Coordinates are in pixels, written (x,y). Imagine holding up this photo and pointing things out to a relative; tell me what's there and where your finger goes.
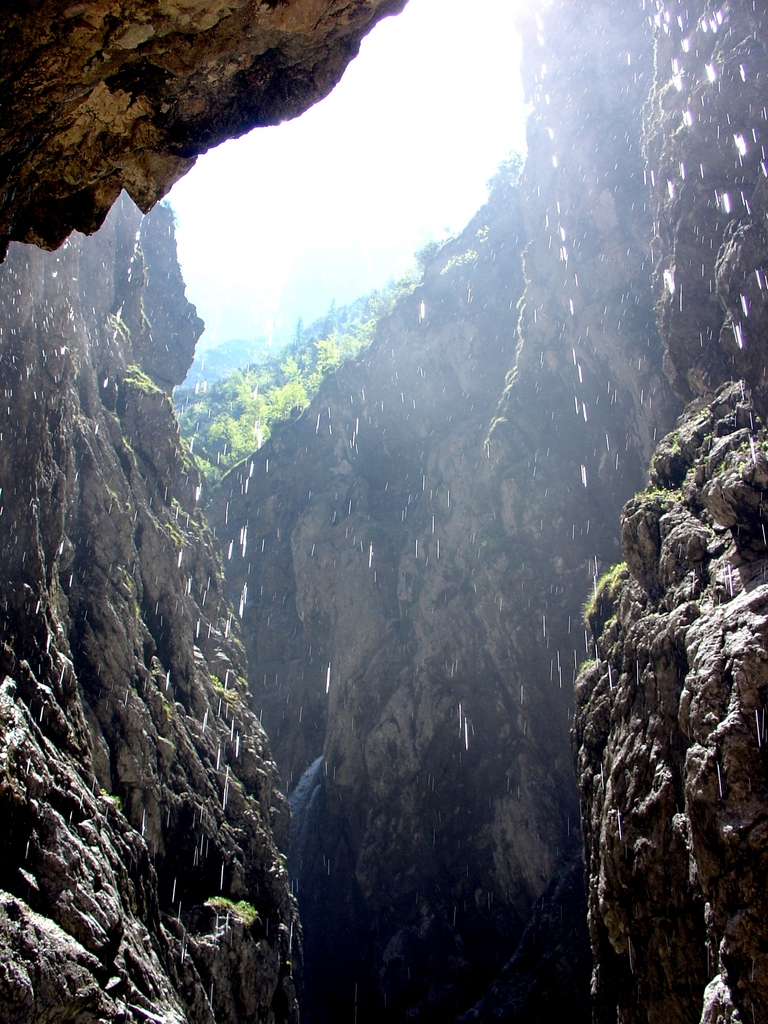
In this image I can see the rock (392,646), background (236,386) I can see plants (274,351) in green color and the sky (336,201) is in white color.
